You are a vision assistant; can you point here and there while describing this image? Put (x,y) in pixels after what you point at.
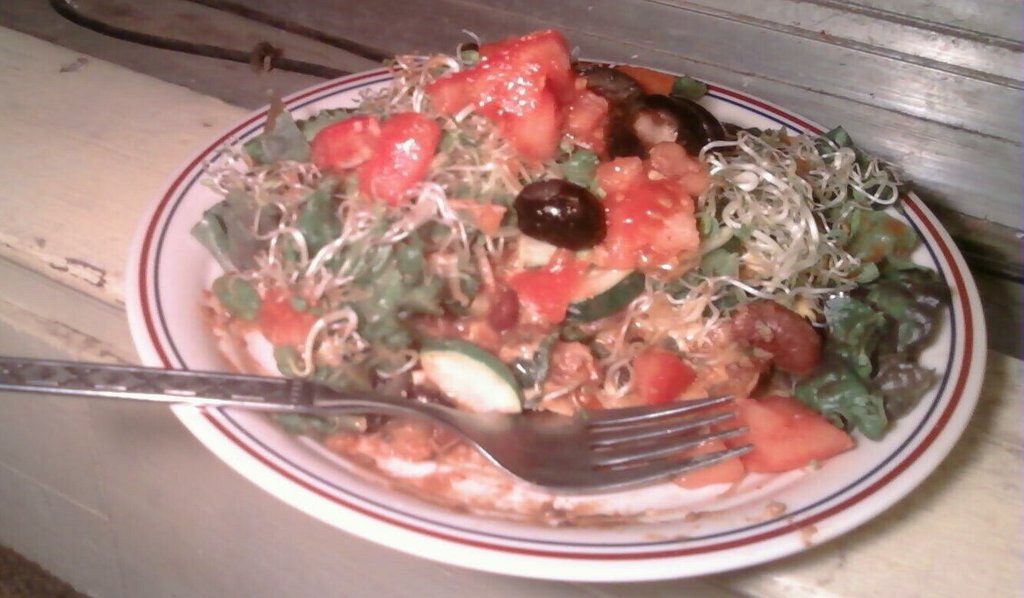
In this picture we can see a plate (855,515) on an object (865,560) and on the plate (740,489) there is a fork (562,417) and some food items (580,313).
